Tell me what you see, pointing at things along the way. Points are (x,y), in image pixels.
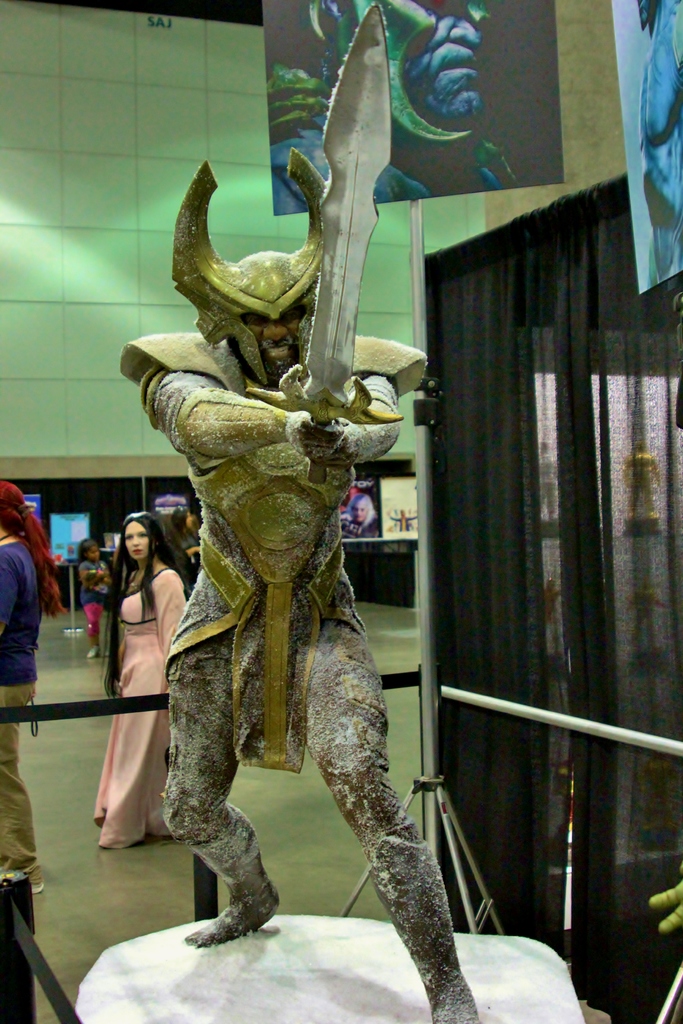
In this image we can see a statue (322,437) standing and holding an object (322,353), behind him there are few people (163,604), on the right side of the image (485,534) we can see a black color curtain (454,559), we can see some boards (471,22) and a stand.
